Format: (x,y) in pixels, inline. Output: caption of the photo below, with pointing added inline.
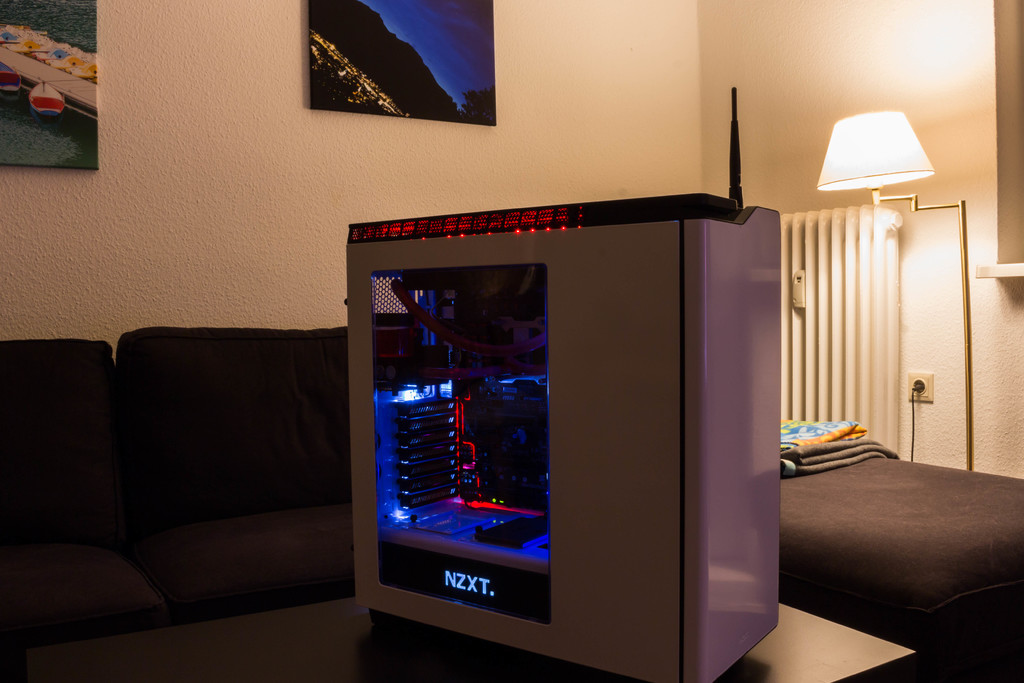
In this image we can see an electronic device (563,514) which is placed on a table (384,637). On the backside (296,604) we can see a sofa (890,560) and some blankets (813,453) on it. We can also see a lamp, switch board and some photo frames (437,108) on a wall (444,144).
